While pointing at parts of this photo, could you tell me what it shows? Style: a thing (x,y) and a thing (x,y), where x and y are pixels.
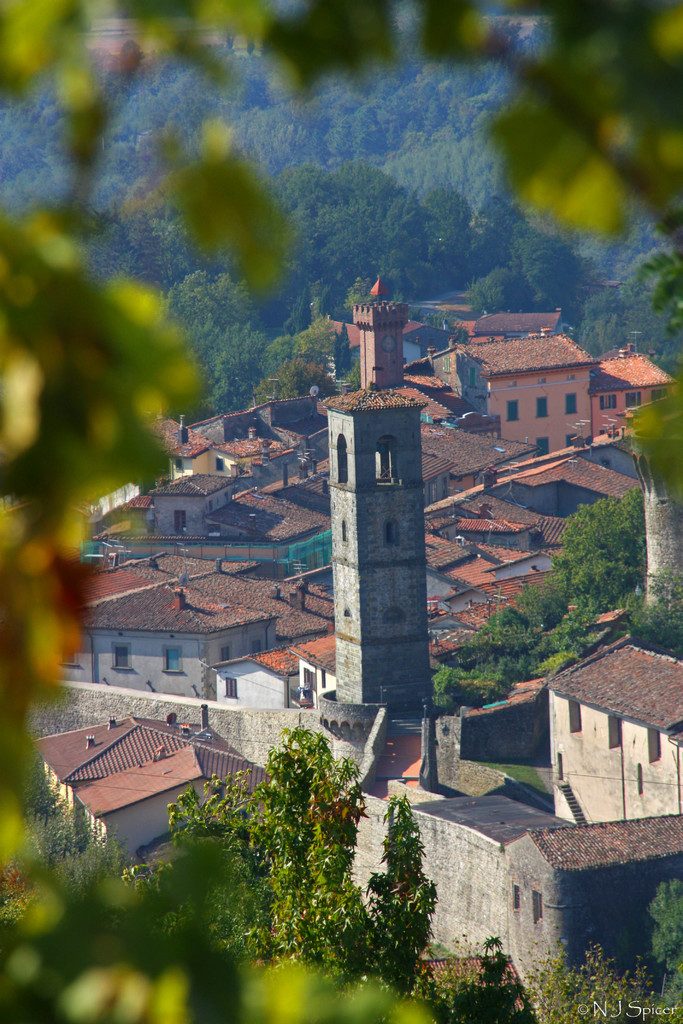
In this image we can see few buildings (236,580) and trees (319,237).
